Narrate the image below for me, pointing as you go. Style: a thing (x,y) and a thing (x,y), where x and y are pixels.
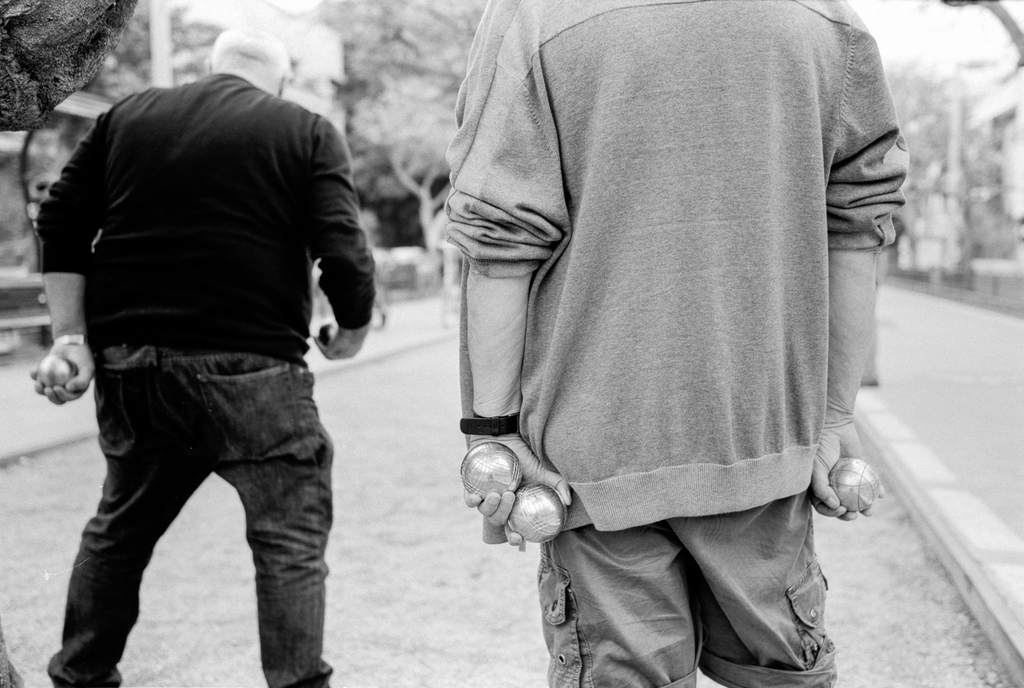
This is a black and white picture. The man (744,385) in front of the picture wearing a sweater (656,415) is holding three balls (524,491) in his hands (838,447). The man (155,241) in the black sweater (271,280) is also holding the balls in his hands (66,353). At the bottom of the picture (457,529), we see the road (428,602). There are trees (930,134) in the background (967,200). It is blurred in the background (416,180).
